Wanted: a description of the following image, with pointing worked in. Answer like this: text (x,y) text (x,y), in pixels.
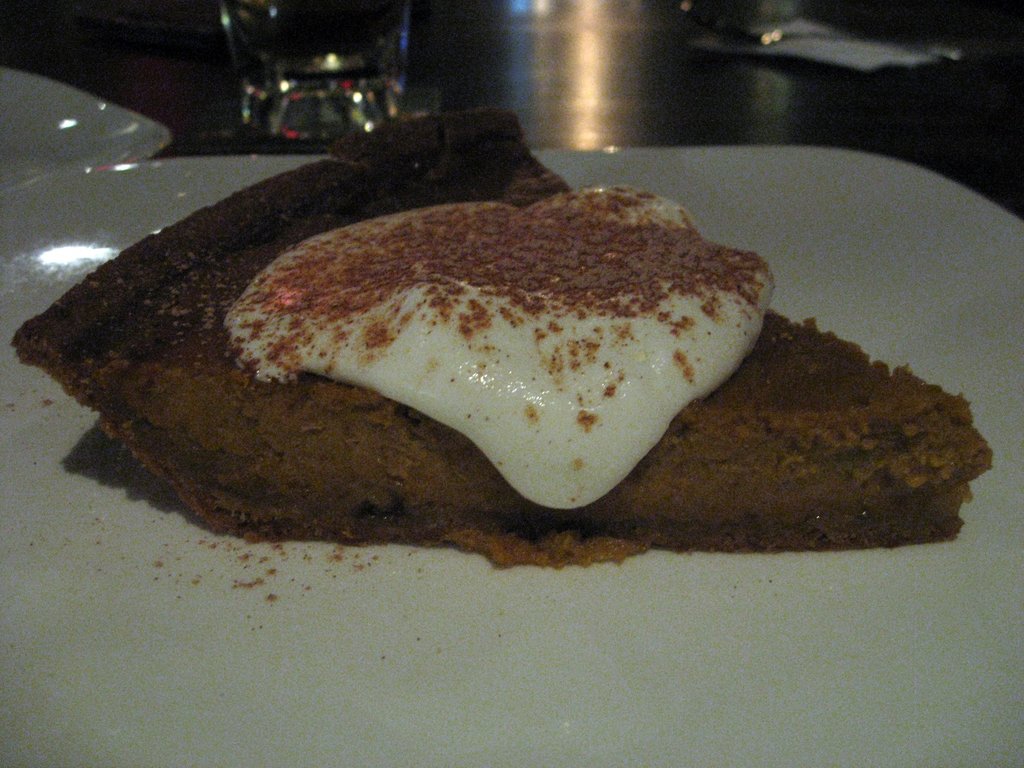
In this image we can see a food item (430,362) in a plate (839,685) on a platform (278,147) and there is another plate (96,132), glass (279,64) and objects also on the platform (559,110).
